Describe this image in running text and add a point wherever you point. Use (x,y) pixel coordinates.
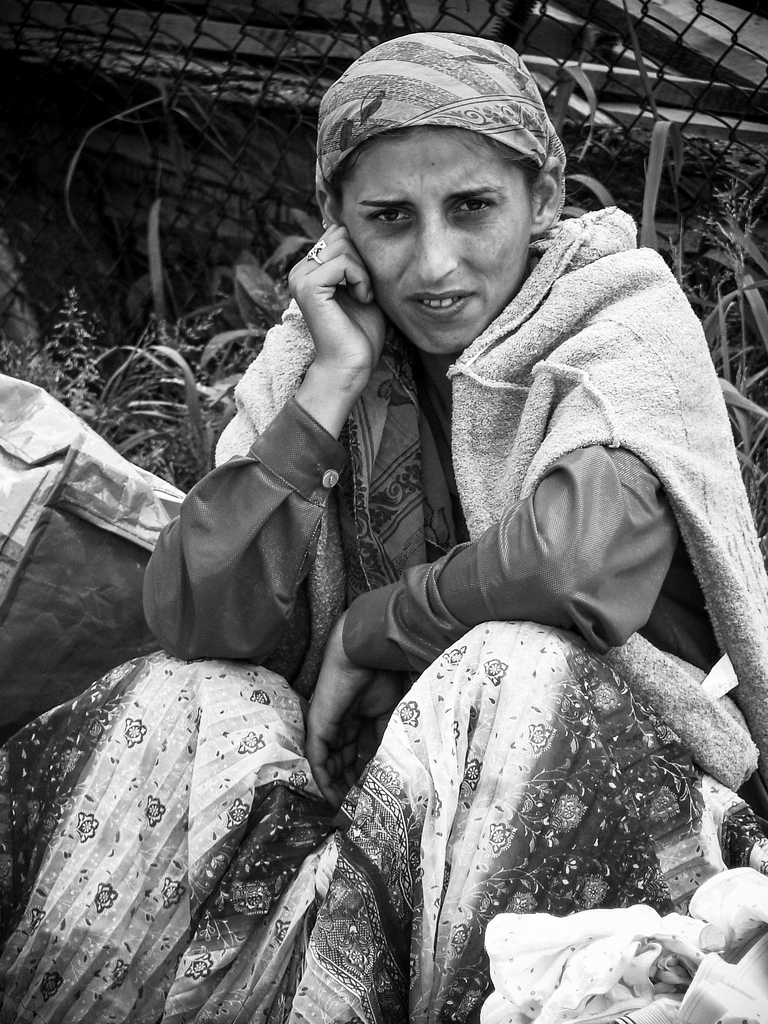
In this image I can see the black and white picture in which I can see a woman (452,600). I can see few plants (206,354) and the metal fencing (340,56) behind her.
